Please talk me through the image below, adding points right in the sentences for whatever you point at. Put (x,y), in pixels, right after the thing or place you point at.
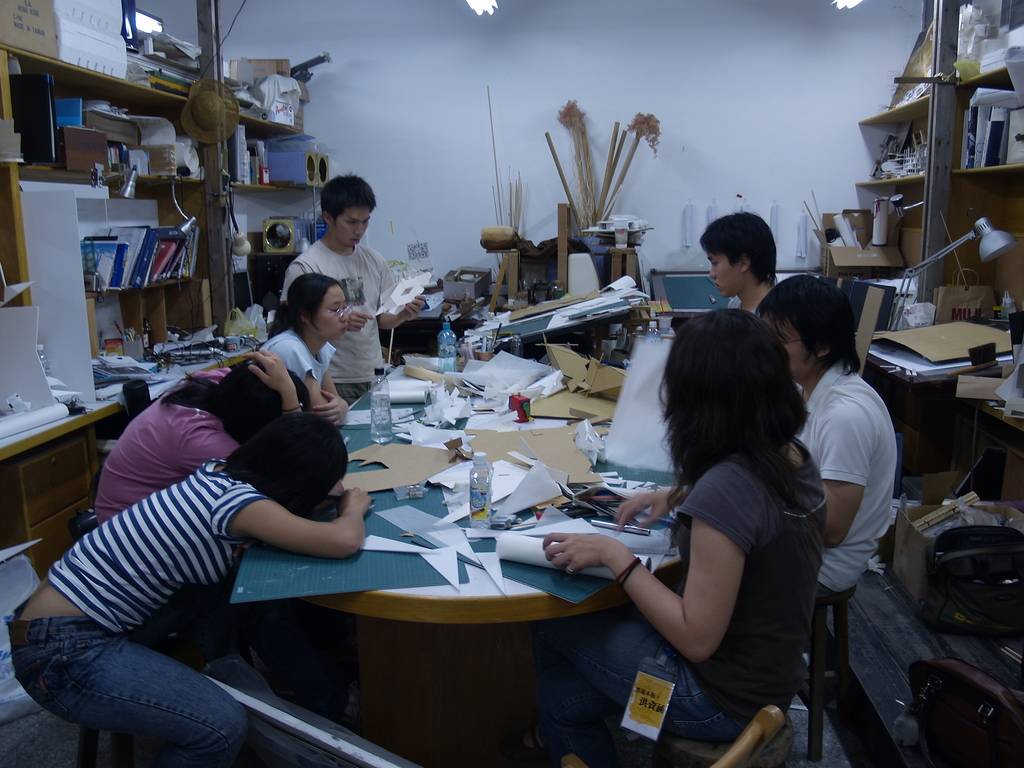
A indoor picture. Racks (183,182) are filled with things (261,156). This is a lantern lamp (914,267). On this table (513,609) there are papers (484,536) and bottles (447,346). This persons (280,349) are sitting on chair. This person (353,325) is standing and holding a paper (405,301). Hat (214,128) is on rack (280,128).
